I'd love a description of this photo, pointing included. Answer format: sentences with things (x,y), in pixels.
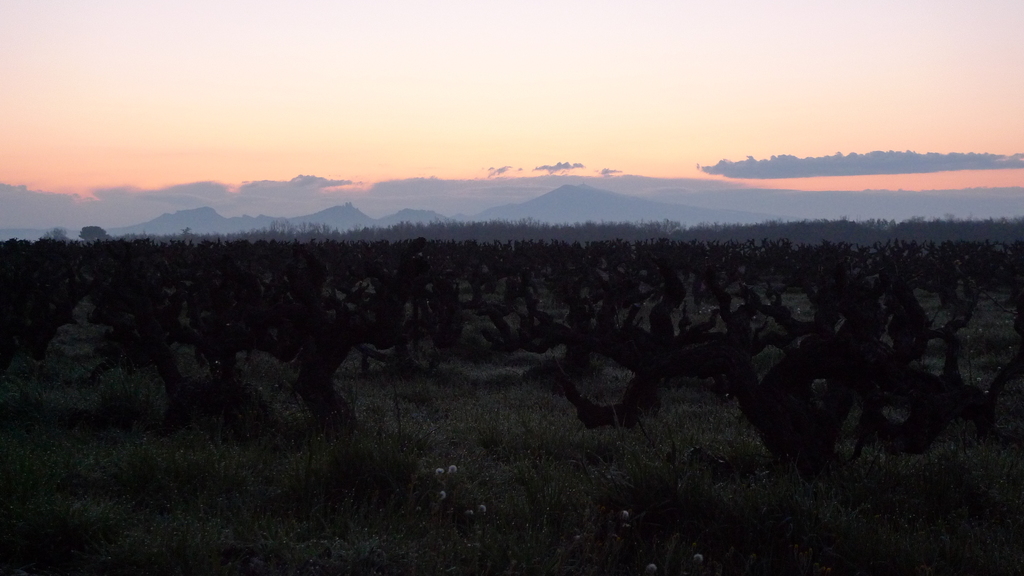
In this image I can see grass (498,420), trees (577,304) and in the background (510,211) I can see mountains (494,214), clouds (668,183) and the sky (522,125).
